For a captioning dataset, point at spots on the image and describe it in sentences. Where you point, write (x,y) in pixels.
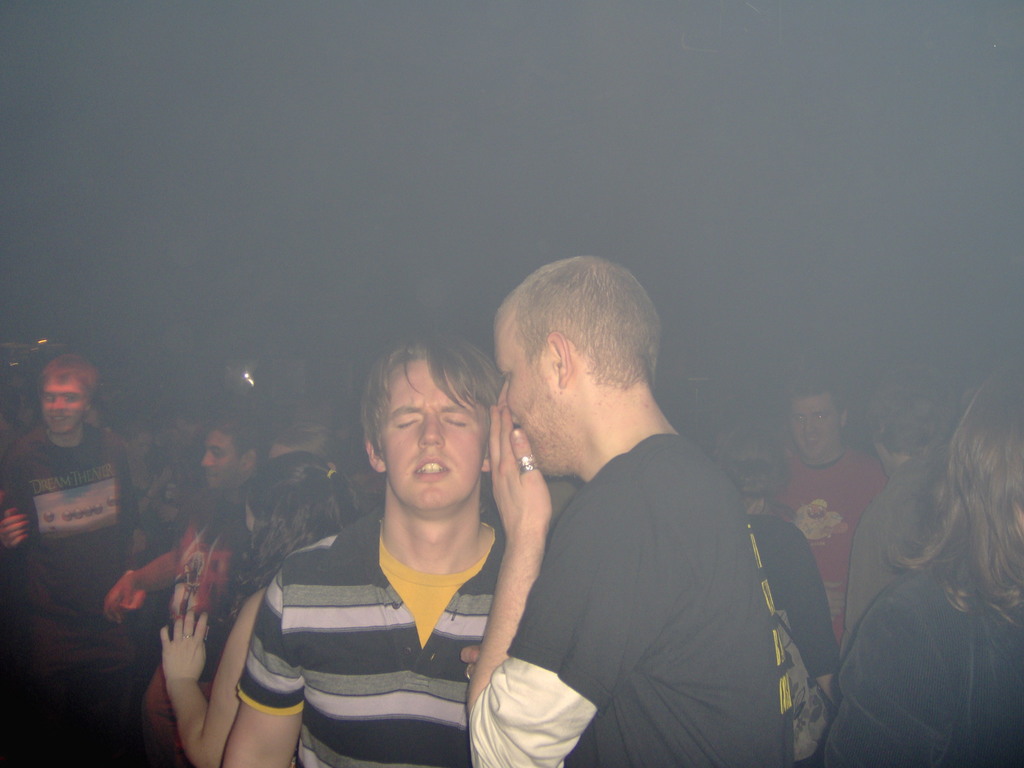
These two persons (365,634) are standing. Background (143,570) we can see people (926,491) and it is dark.
